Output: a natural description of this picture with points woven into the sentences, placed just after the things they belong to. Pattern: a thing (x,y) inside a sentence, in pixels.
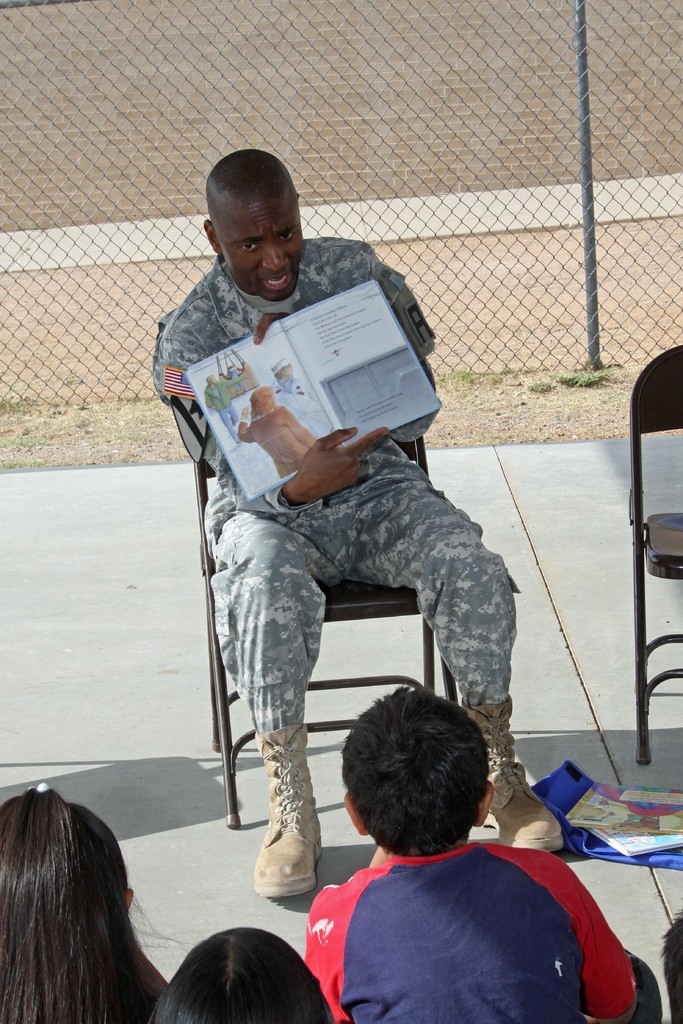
In this image we can see one fence (544,149) with pole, two chairs (638,598), some people (682,944) sitting on the floor (241,903), it looks like a wall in the background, some grass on the ground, two books (627,848), one blue object (613,857) on the floor (599,881), one man (266,685) sitting on the chair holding a book (318,413) and talking.
